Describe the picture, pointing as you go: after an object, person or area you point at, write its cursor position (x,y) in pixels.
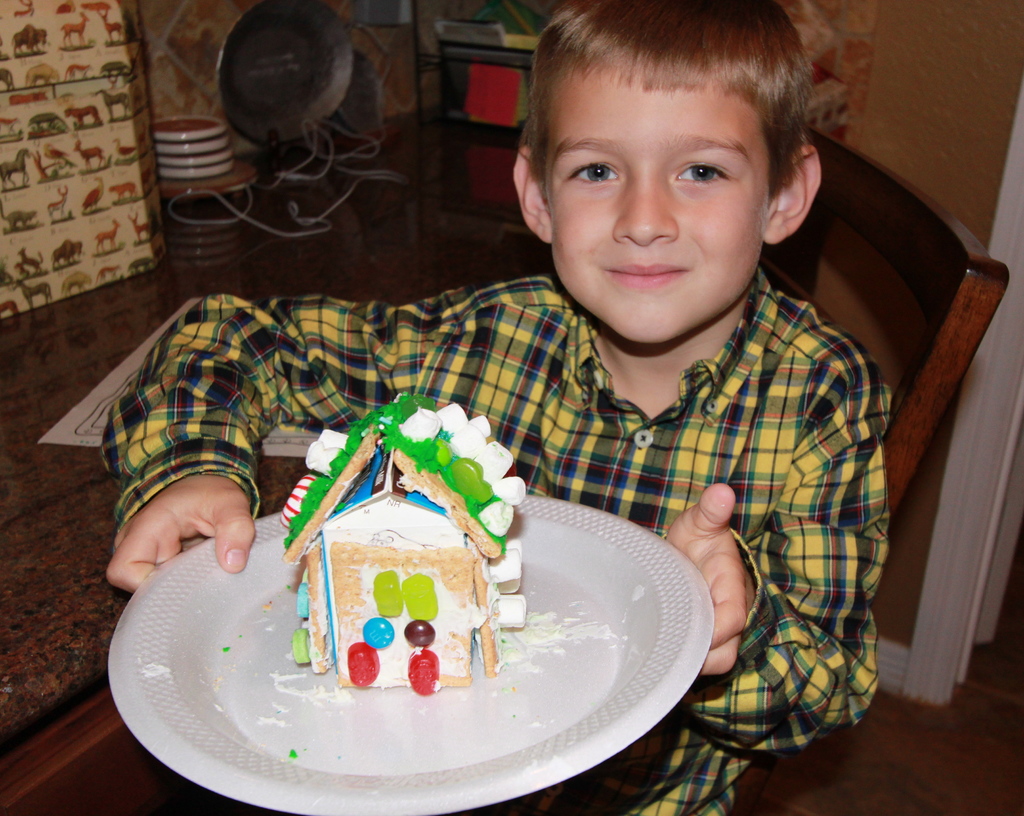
In this image we can see a boy (555,286) sitting on a chair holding a plate (566,587) containing some food (420,614) in it. We can also see a table (36,445) beside him containing a paper (90,426), some objects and wires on it. On the backside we can see a wall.
